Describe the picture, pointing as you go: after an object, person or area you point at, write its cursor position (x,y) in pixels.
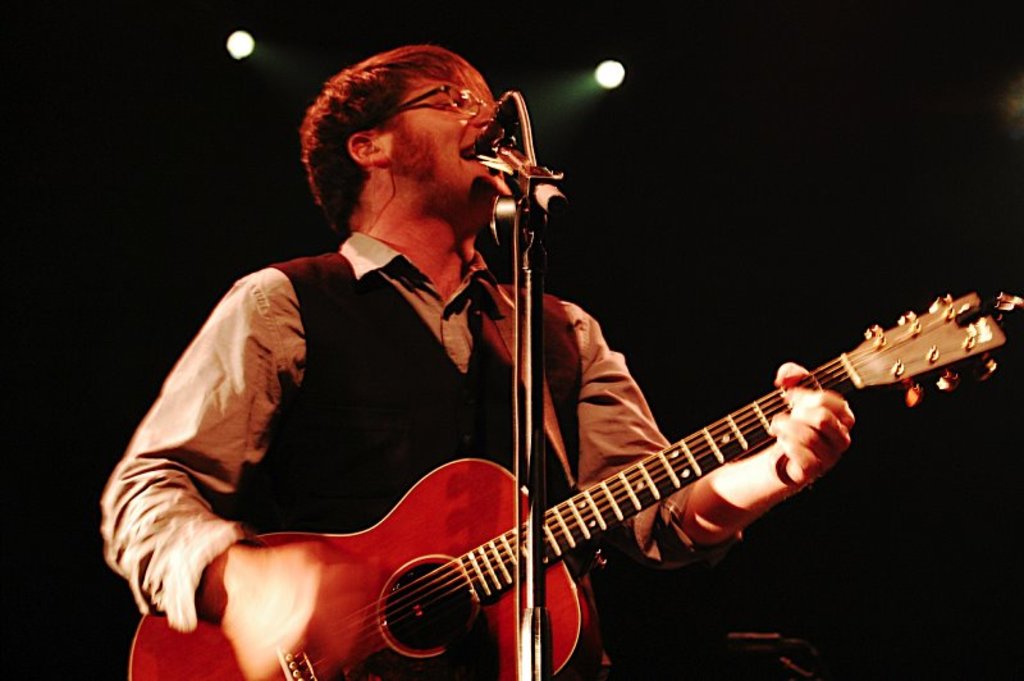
A man (313,506) is playing guitar (552,586) with his hands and also singing on microphone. He is wearing spectacles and here it's a light (599,83).
